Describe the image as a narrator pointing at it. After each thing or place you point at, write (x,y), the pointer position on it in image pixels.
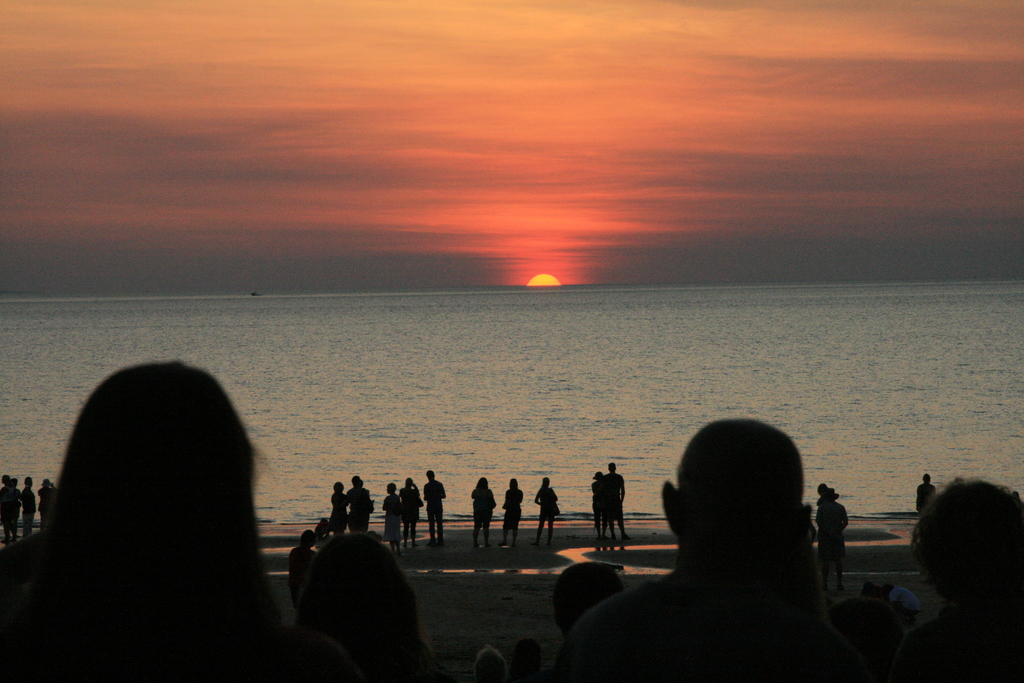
In this image I can see the dark picture in which I can see the ground (520,576), few persons (737,550) standing and the water (527,426). In the background (501,120) I can see the sky (543,142) and the sun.
